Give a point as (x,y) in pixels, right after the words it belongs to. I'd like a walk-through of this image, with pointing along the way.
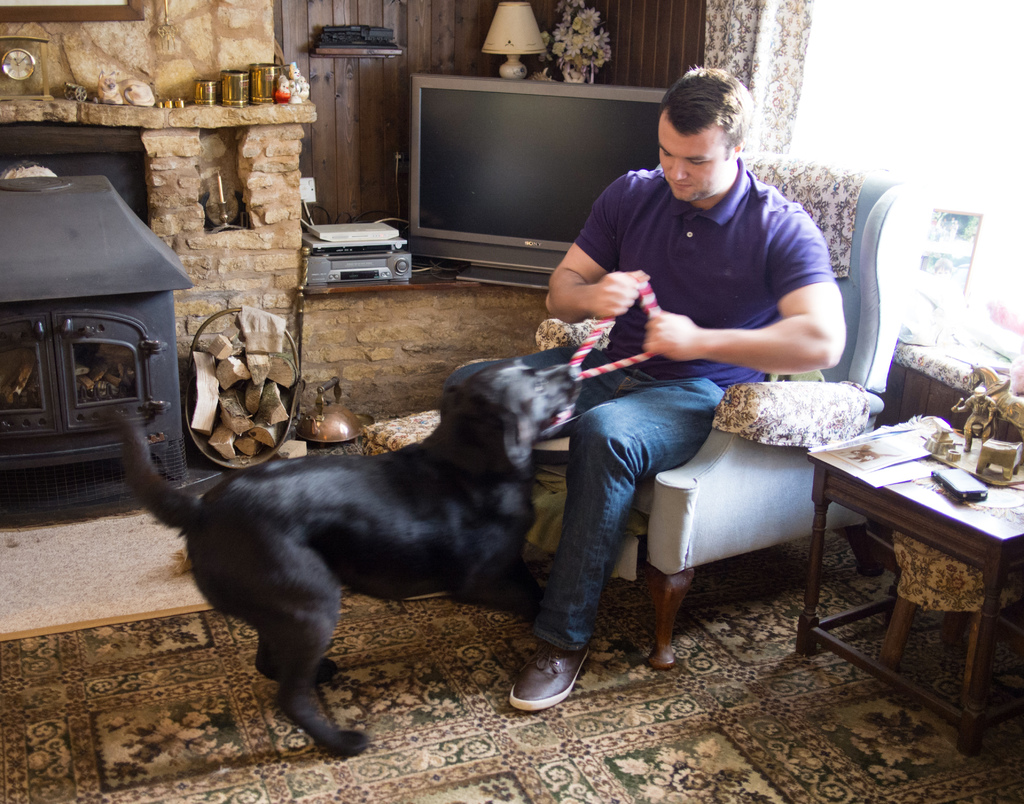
in this image i can see a man (641,386) holding the belt (598,373) of black colored dog (438,498). behind him there is a T. V (518,179) and lamp (516,46) at the top of it. at the front (901,471) there is a table (926,508).
